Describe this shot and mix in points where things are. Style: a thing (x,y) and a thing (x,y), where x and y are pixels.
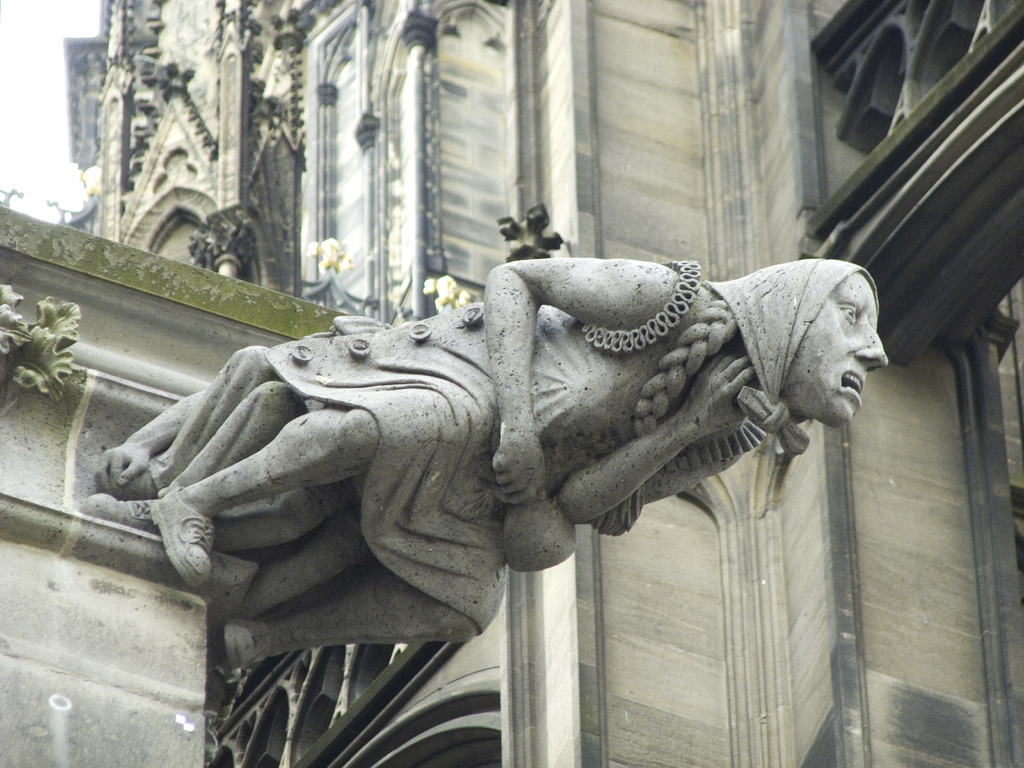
In this image in the middle (528,466), there is an architecture (501,510). In the background (498,139) there is a building (755,182), steeple (197,154) and sky (58,138).
